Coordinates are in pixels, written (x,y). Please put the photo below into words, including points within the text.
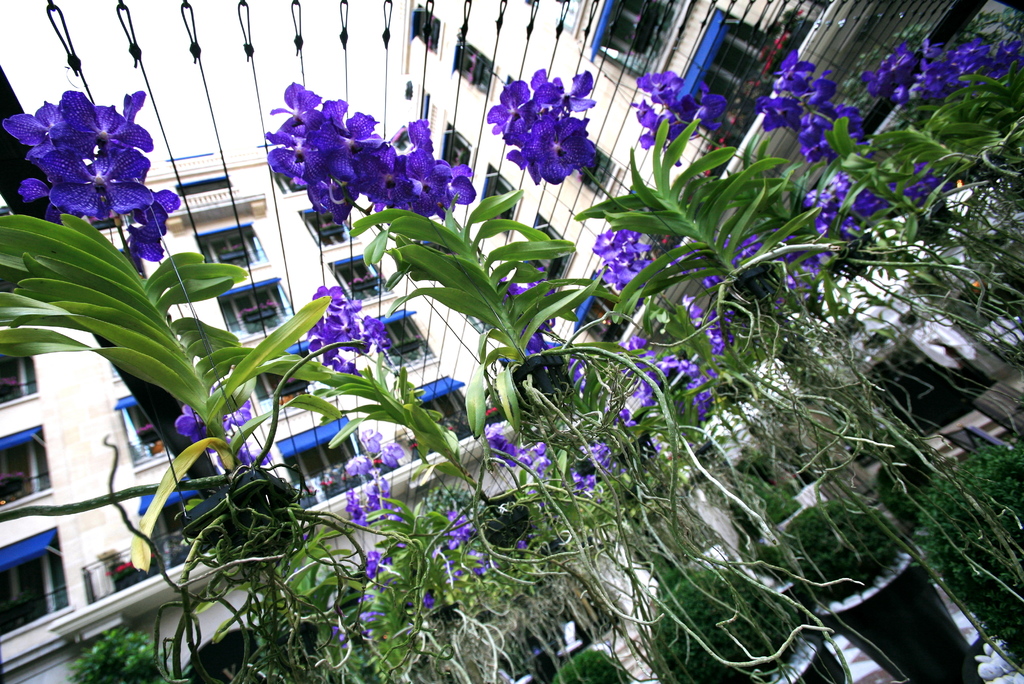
In this image I can see few purple flowers (582,156), flower pots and green leaves (253,357). Back I can see buildings (297,306) and windows (278,323).
